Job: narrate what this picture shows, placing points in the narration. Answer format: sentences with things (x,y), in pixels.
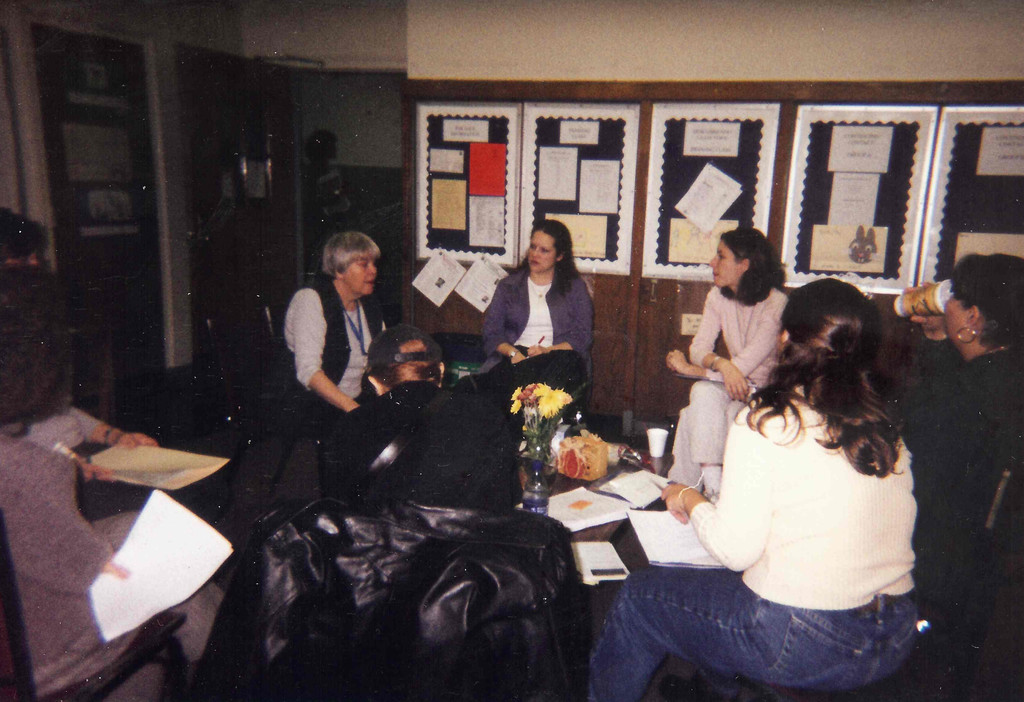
As we can see in the image there is a wall (666,38), photo frames (795,131), few people (765,285) sitting over here and there is a table (620,522). On table (659,461) there is a glass (660,430), papers (613,483) and flower flask (539,456).
